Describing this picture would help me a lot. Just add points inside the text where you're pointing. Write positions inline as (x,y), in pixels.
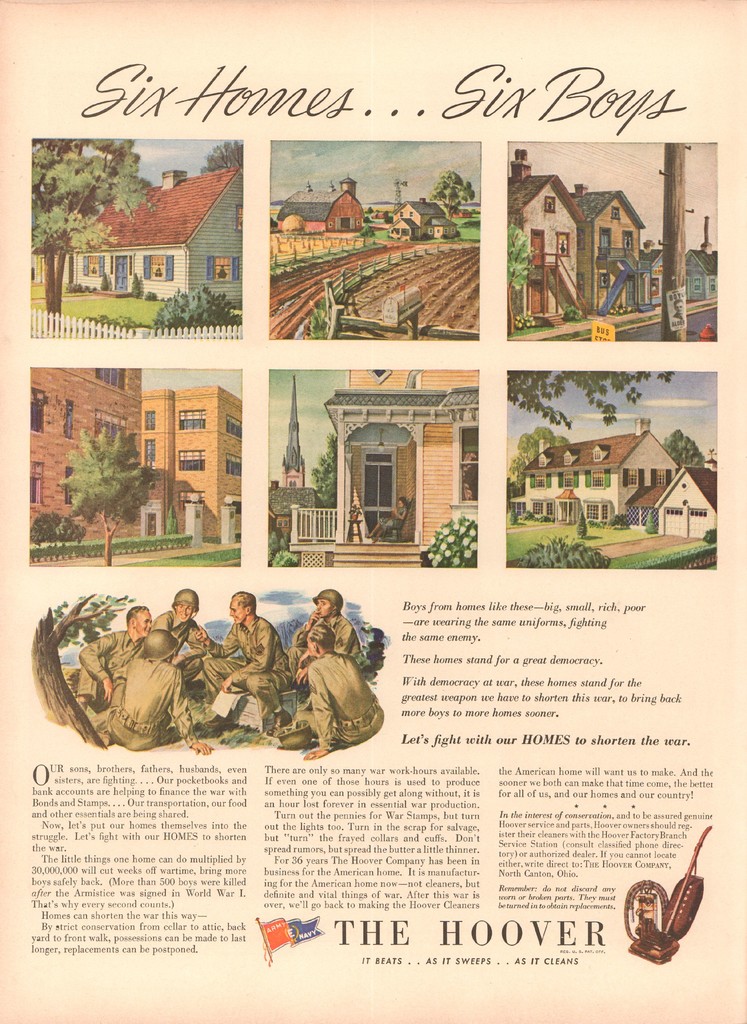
In this image I see an article (398,438) on which there are number of animated pictures (457,287) on which there are buildings (394,376) and I see few persons (191,629) and I can also see the trees (667,373) and the plants (353,515) and I see something is written over here and I see the sky (623,394).
